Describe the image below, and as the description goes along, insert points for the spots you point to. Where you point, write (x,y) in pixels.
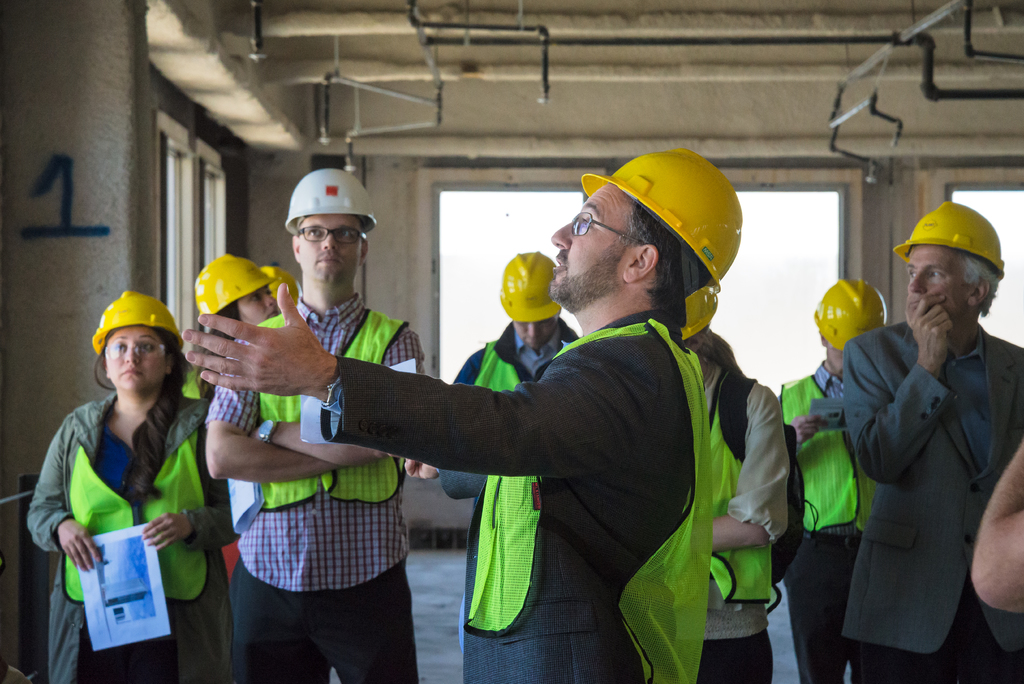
In this picture we can see a group of people (492,528) wore helmets (119,310) and standing on the floor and in the background (406,103) we can see windows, rods (933,85).
